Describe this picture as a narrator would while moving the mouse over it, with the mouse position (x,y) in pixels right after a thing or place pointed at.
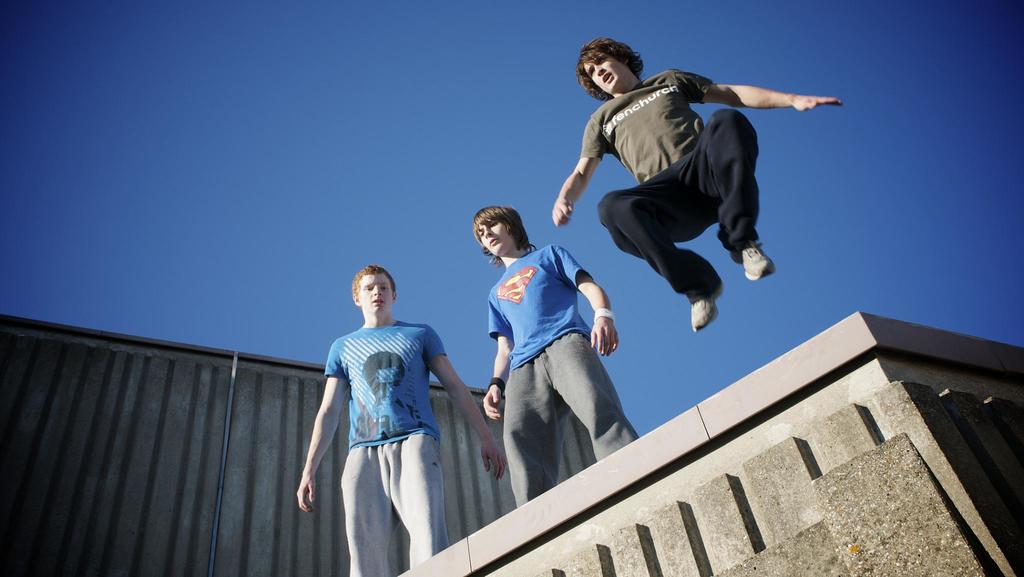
In this picture I can see 3 men (677,217) in front (625,233), in which the man (622,121) on the right (719,156) is in air and rest of them are standing. In the background (408,316) I see the sky (462,228).
